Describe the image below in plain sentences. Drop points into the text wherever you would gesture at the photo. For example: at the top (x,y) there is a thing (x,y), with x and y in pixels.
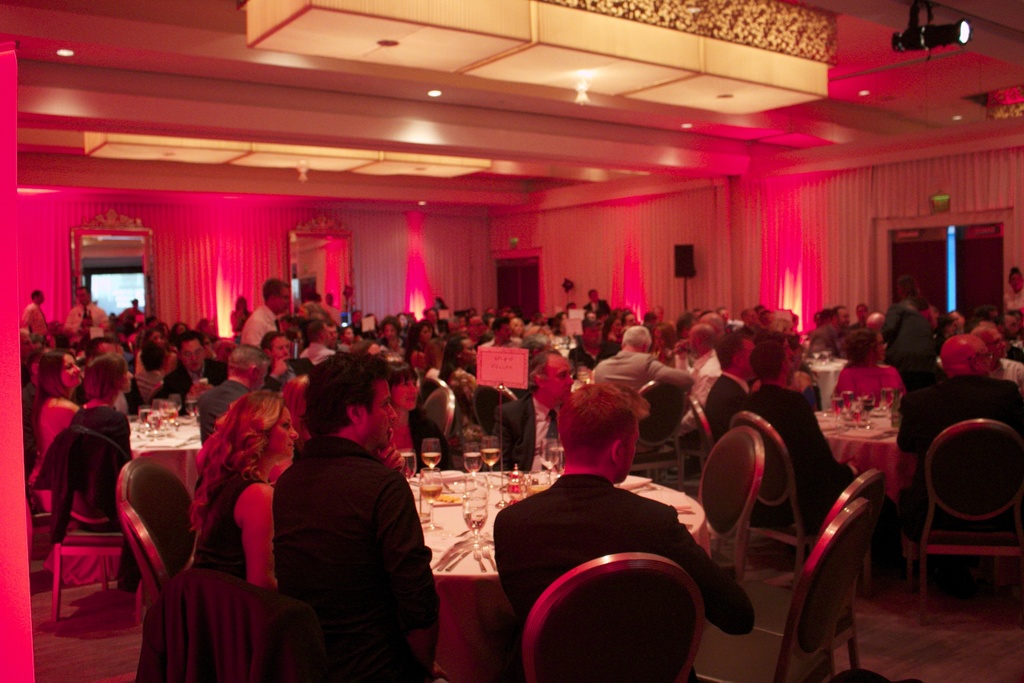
In this image I see number of people (1021,364) who are sitting on chairs (59,565) and there are tables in front of them, on which there are many things (435,460). I see that few people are standing. In the background (635,259) I see the wall (1020,223), doors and lights (765,32) on the ceiling (149,7).
